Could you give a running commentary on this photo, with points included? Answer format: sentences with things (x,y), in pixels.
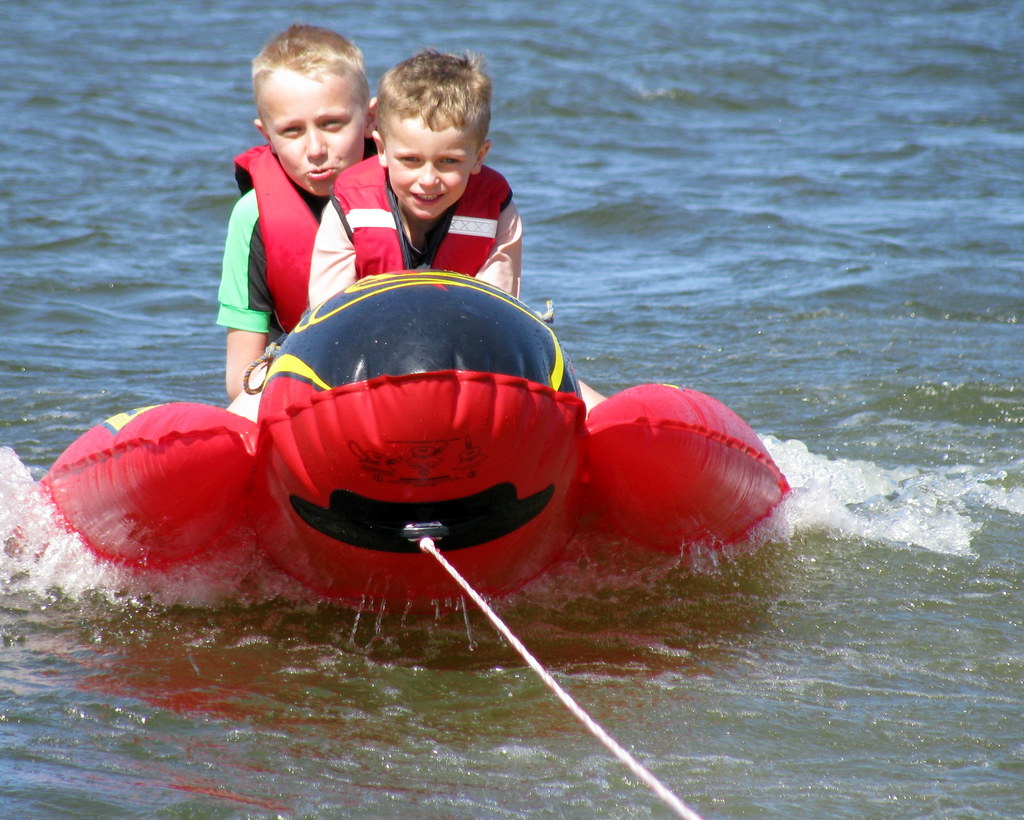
There are two kids (356,220) sitting on an object (379,346) which is on water (533,646) and a white rope (520,648) tightened to it and the kids (327,233) wearing red color life jacket (370,210).
